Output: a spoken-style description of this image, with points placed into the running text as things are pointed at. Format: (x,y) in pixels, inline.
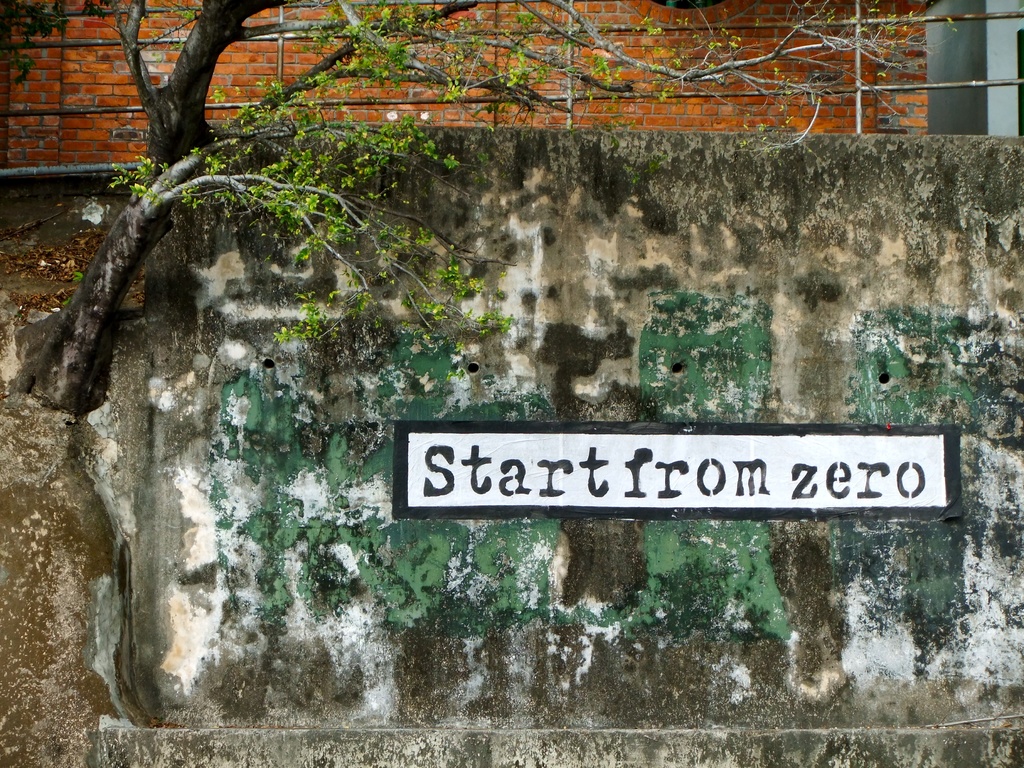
In this image we can see the walls (367,120), grille (282,12), tree (344,196), also we can see some text (757,470) on the wall (525,168).
